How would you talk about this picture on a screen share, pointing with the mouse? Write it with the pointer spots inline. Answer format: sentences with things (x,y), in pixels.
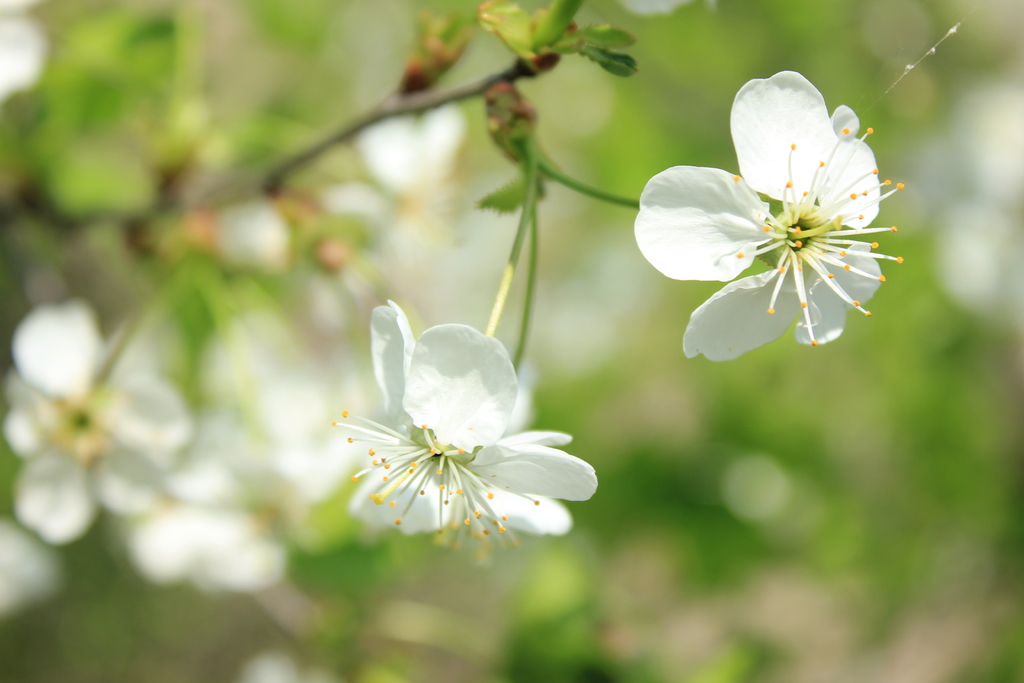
In this picture we can see flowers (734,341) and in the background (601,385) we can see leaves (750,369) it is blurry.
